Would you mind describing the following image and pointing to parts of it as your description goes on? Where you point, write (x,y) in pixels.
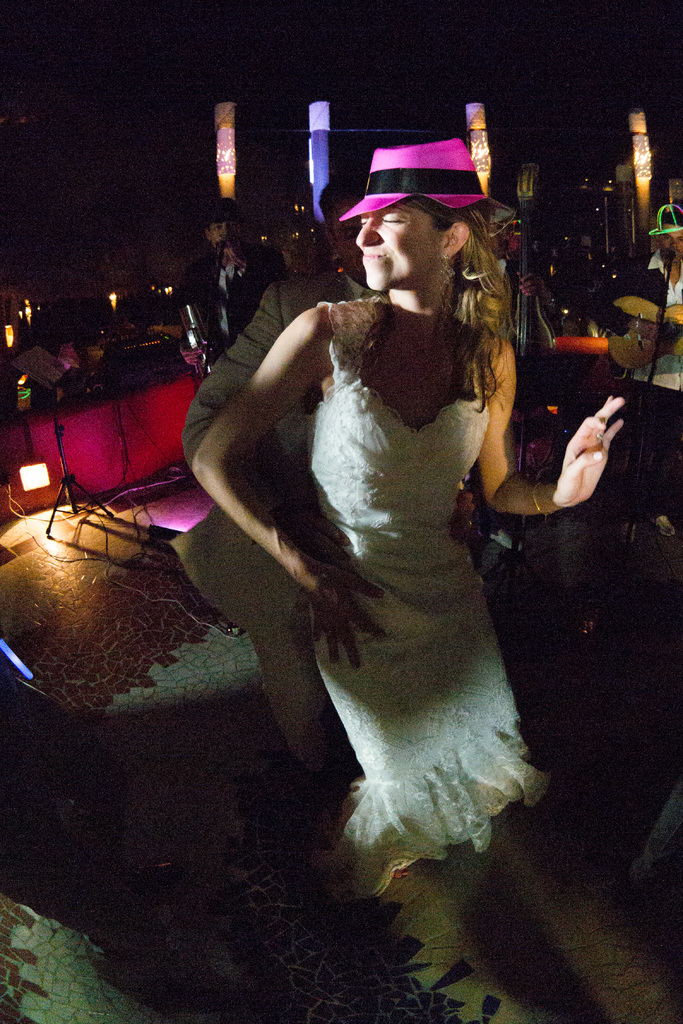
In this picture we can see a man (205,374) and a woman (360,438) are dancing in the front (366,432), in the background (636,360) there are some people (648,292) playing musical instruments (639,356), on the left side (67,481) we can see a light (32,485), a tripod (67,481) and wires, in the background (644,158) there are some lights (313,155), we can see a dark background (80,62).
